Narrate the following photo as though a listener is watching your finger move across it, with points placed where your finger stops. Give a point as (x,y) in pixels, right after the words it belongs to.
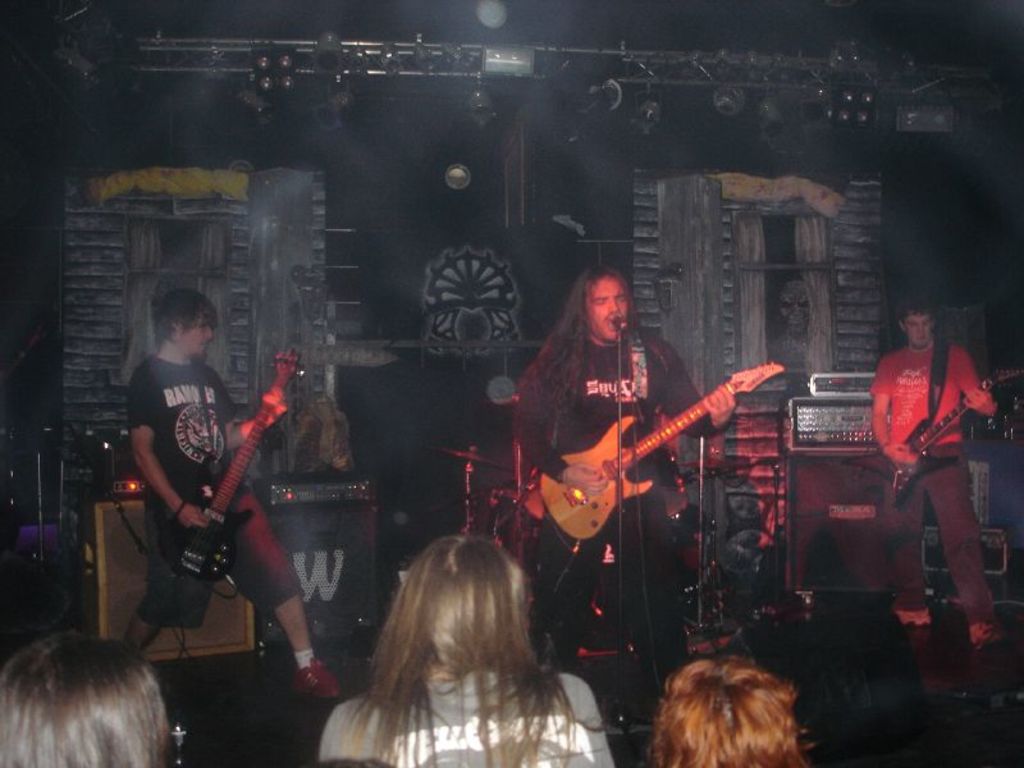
In this image, there are three persons (629,373) wearing clothes (186,447) and playing musical instruments (623,452). There is a person (685,375) in the middle of the image (598,345) standing in front of the mic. There are three persons (565,720) at the bottom of the image (714,693). There is a speaker (810,535) on the right side of the image (815,523). There are some lights (606,92) at the top of the image (620,88).
